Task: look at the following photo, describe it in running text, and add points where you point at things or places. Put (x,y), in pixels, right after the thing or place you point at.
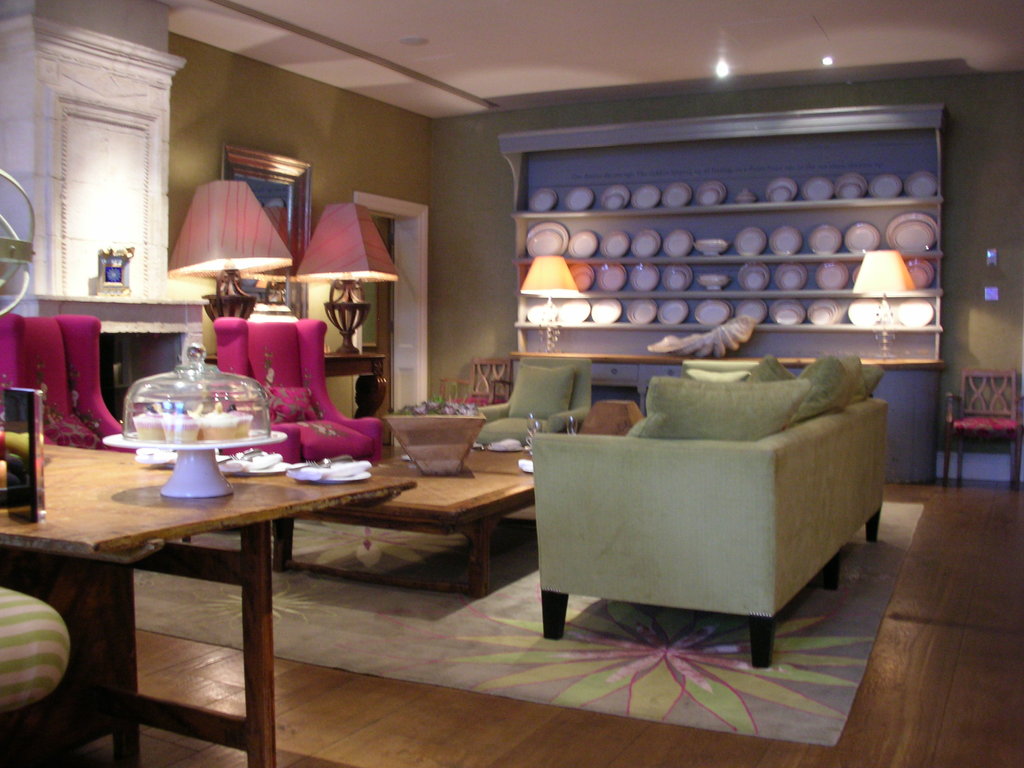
It is a closed room (576,494) where at the right corner (763,434) there is a green sofa (660,542) and at the left corner (45,440) there are two pink couches (305,364) and behind them there are two bed lights (226,281) on the table (364,364) and one fire place (126,296) in white colour and a wall (335,132) with photo (265,292) on it and a door (400,274) and coming to the centre of the picture (621,292) there are shelves (941,298) covered with plates (763,283) and bowls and there are two bed lights (879,332) on the table (883,362) and at the centre (424,502) there is another table (452,513) and one more table (181,567) and there are plates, spoons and food (169,419) covered with a glass (168,409) on it and there is a carpet (693,699) under the sofa (557,615).
